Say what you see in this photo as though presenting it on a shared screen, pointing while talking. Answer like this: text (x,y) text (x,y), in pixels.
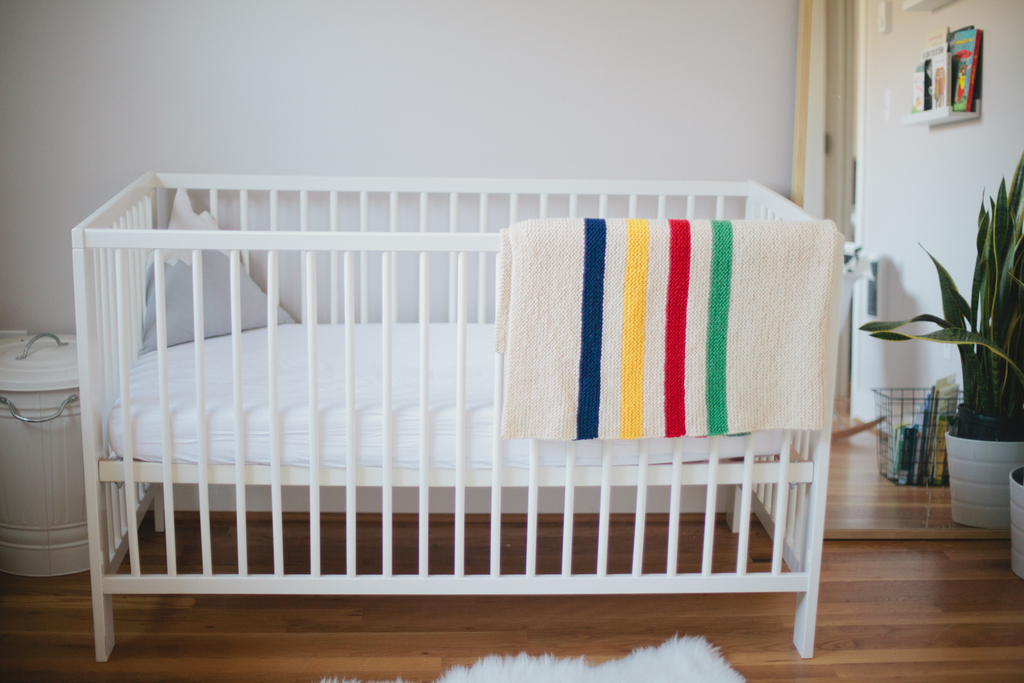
In this picture I can see the floor (48,657), on which I can see a crib (234,369) in front (352,240), on which there is a colorful blanket (679,253) and on the left side of this image (75,441) I can see a white color can (35,352). On the right side of this image (987,266) I can see the plants (1019,404) and few things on the right top corner (917,117). In the background (48,22) I can see the white wall (231,104).
